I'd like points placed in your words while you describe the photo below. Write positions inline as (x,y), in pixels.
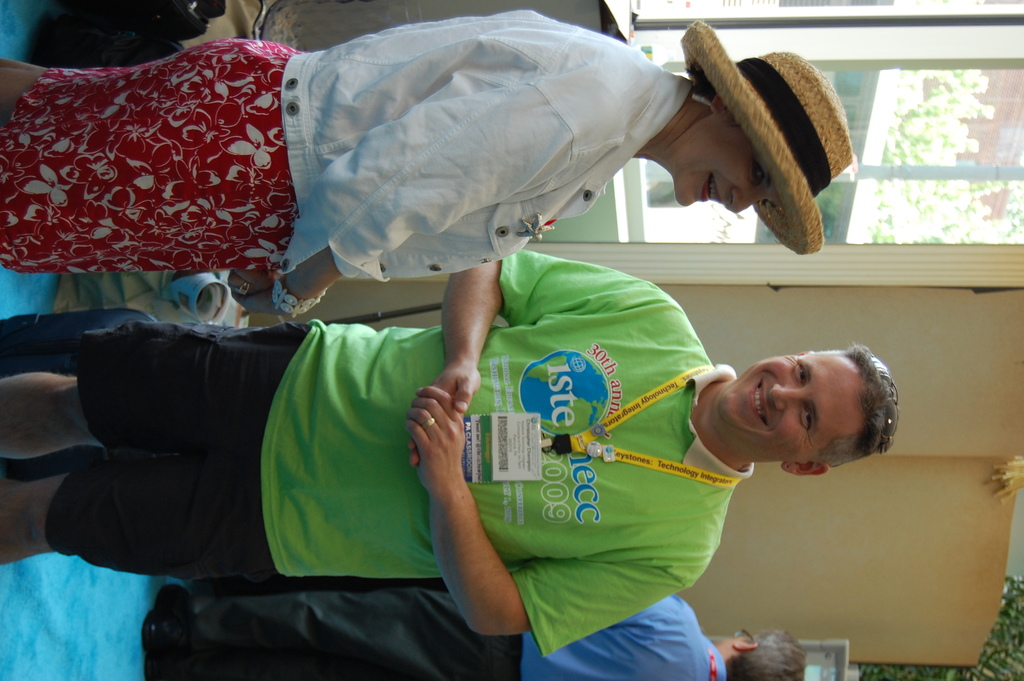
Here in this picture we can see three people (573,363) standing on the floor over there and the woman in the front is wearing a white colored jacket (525,197) and hat (807,165) on her and the person (610,307) beside her is wearing ID card (517,415) on him and we can see both of them are smiling and behind them we can see a window (975,219) present over there, through which we can see plants (920,231) over there.
